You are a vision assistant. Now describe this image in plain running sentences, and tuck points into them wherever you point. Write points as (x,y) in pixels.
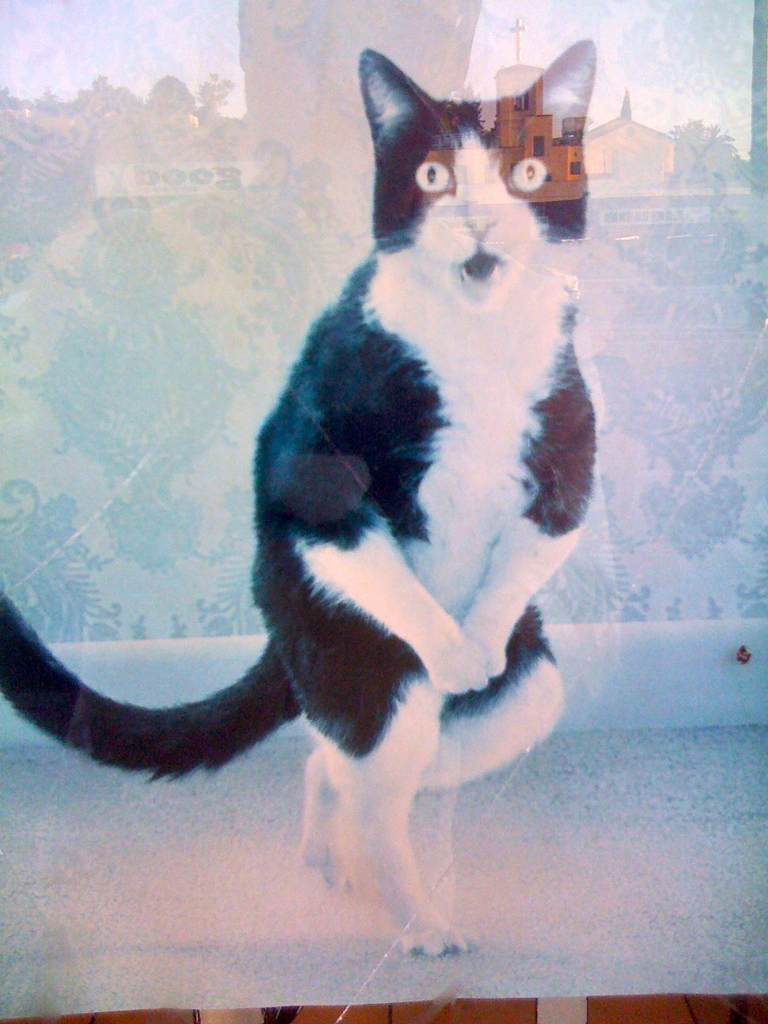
In this picture, we can see the photo frame (244,416) of a cat (237,705) where we can see the reflections (97,112) of a person (347,233), trees (92,135), buildings (440,156) and the sky (225,69) on the glass (523,91).
